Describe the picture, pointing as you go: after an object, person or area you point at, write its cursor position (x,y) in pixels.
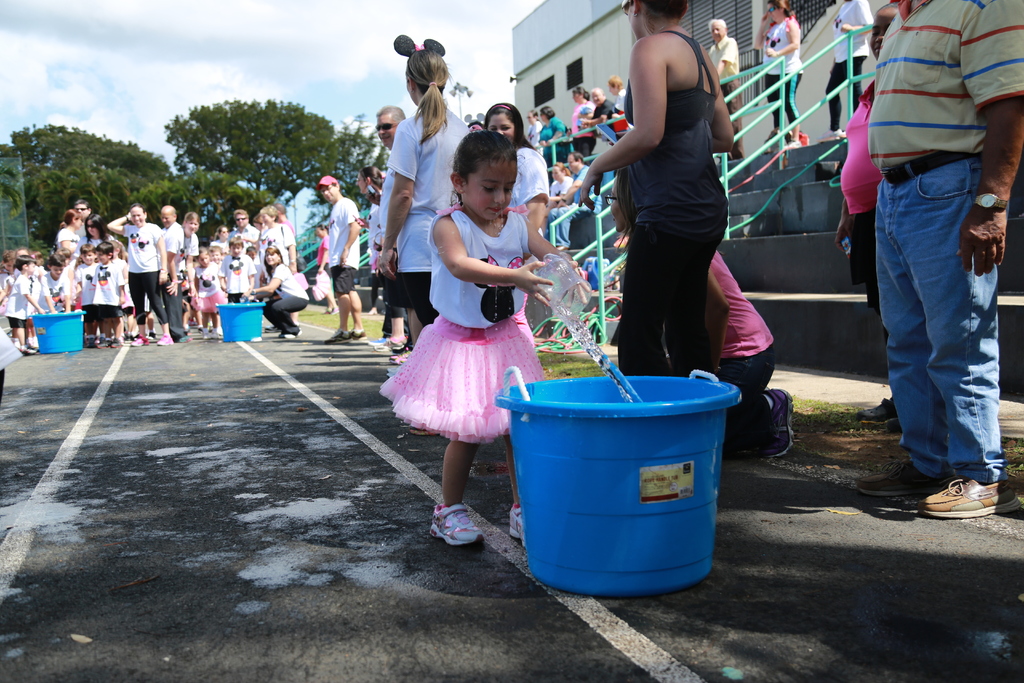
In this image we can see the kids (448,360) and also the people (911,94). We can also see the road (328,503), blue color objects (514,422) and also some other objects (593,281). We can see the building (817,117), railing (598,269), stairs (777,248) and also the grass (573,361). In the background (287,127) we can see the trees (147,160) and also the sky (246,54) with the clouds (306,13).
